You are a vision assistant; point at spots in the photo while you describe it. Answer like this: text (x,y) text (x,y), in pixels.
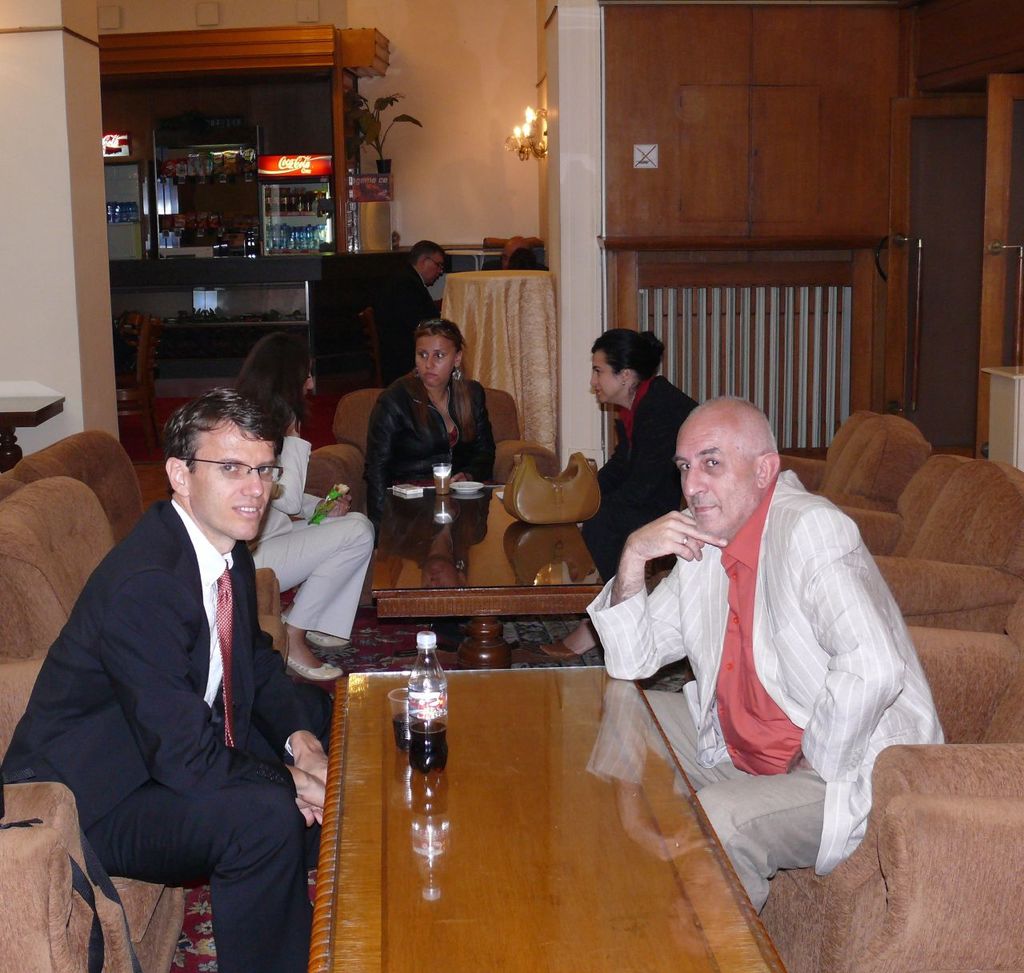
In the image we can see few persons (676,452) were sitting on the sofa (314,486) around the table (505,878). On table (495,892) we can see bottle (428,747), glass (402,736), handbag (569,515), bowl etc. In the background (463,244) there is a wall (462,144), fridge (294,216), light (522,146), cloth (515,350), table (6,391), pot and one person (425,279) sitting.
